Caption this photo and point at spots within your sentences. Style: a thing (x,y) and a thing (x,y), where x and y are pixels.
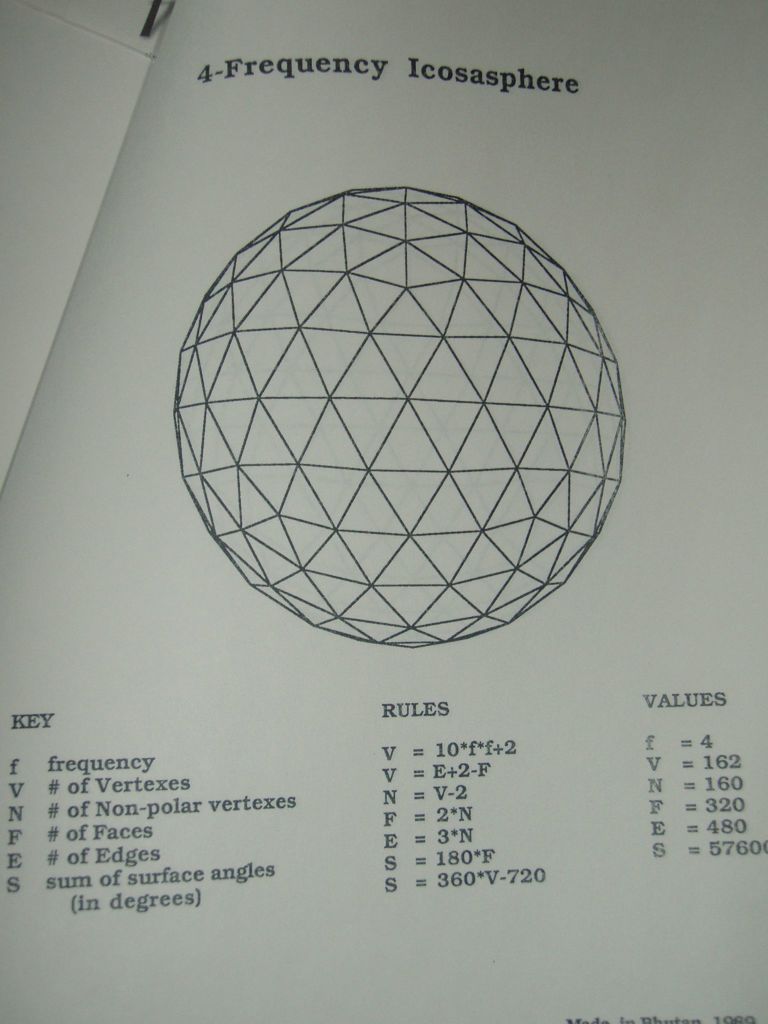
In this picture we can observe a sphere (303,323) on the paper (209,409). We can observe some notations (34,792), formulas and values (661,792) on the paper (390,845).
